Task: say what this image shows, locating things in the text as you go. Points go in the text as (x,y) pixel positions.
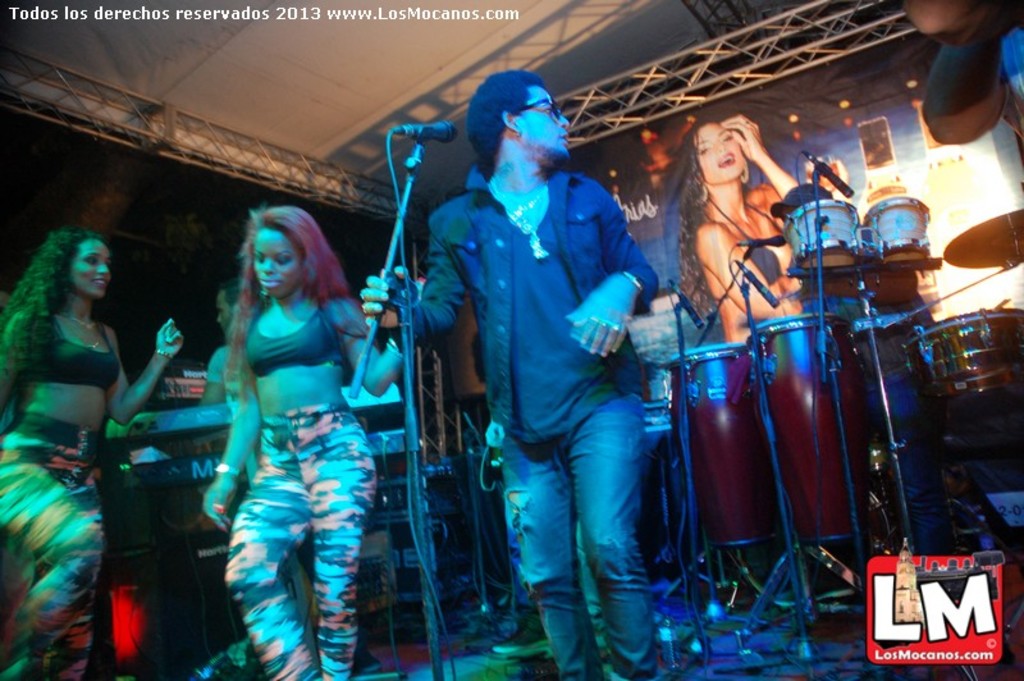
In this image I can see group of people (548,557) standing and I can also see the person (489,292) standing in front of the microphone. In the background (814,261) I can see few musical instruments (967,247) and few lights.
